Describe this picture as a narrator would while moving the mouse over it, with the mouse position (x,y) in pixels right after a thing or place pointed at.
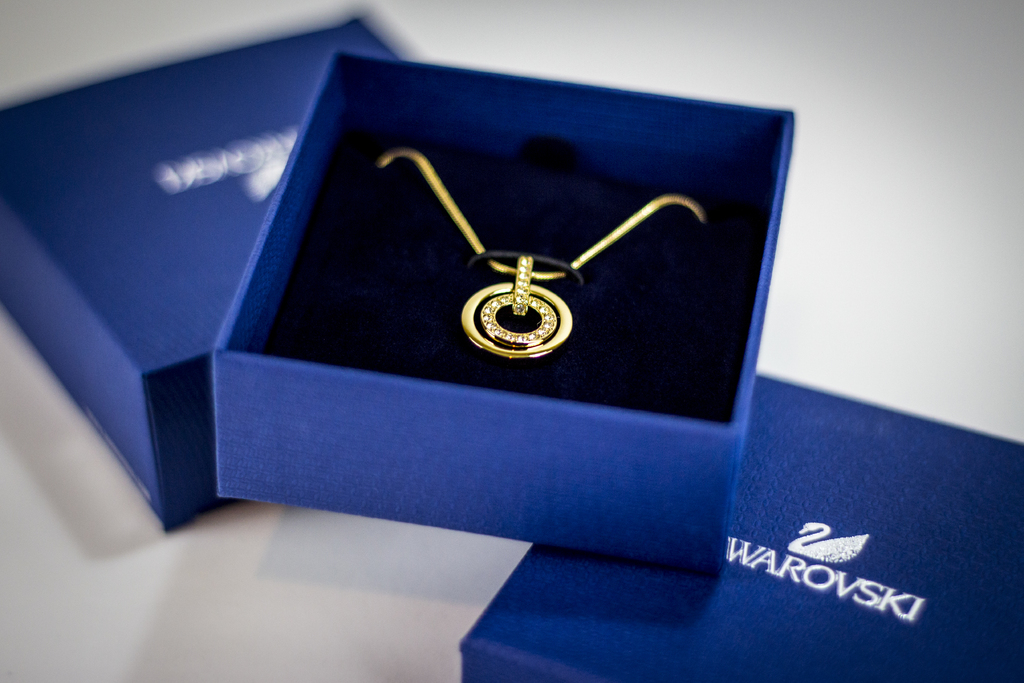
In this image we can see a chain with a pendant (483,303) in a box (367,421) which is placed on the surface (297,562) with the help of two boxes (194,490).
